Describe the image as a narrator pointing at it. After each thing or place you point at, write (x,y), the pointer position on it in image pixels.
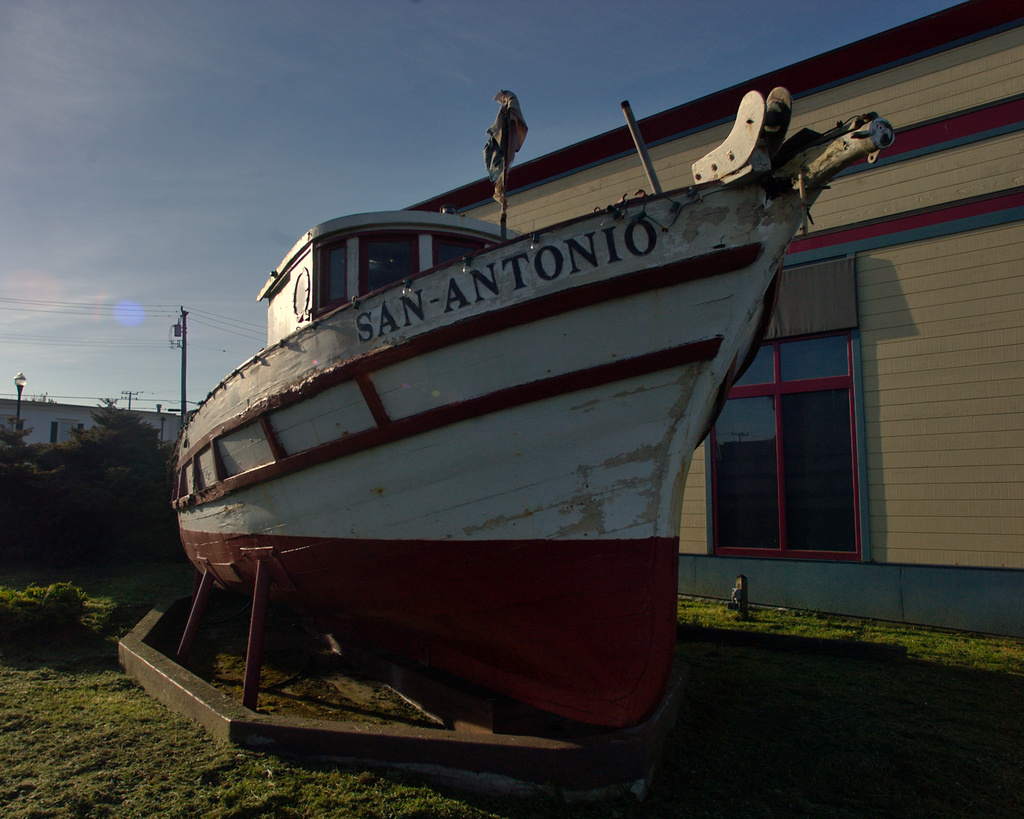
In this image there is a boat (421,567) in the middle (393,434). On the right side (930,409) there is a building (914,337). At the top (344,62) there is the sky (333,86). At the bottom (291,810) there is grass (118,690). In the background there are electric poles (183,327) to which there are wires (141,400). Beside the poles (185,374) there are trees (86,444) and a lamp pole (17,414).
